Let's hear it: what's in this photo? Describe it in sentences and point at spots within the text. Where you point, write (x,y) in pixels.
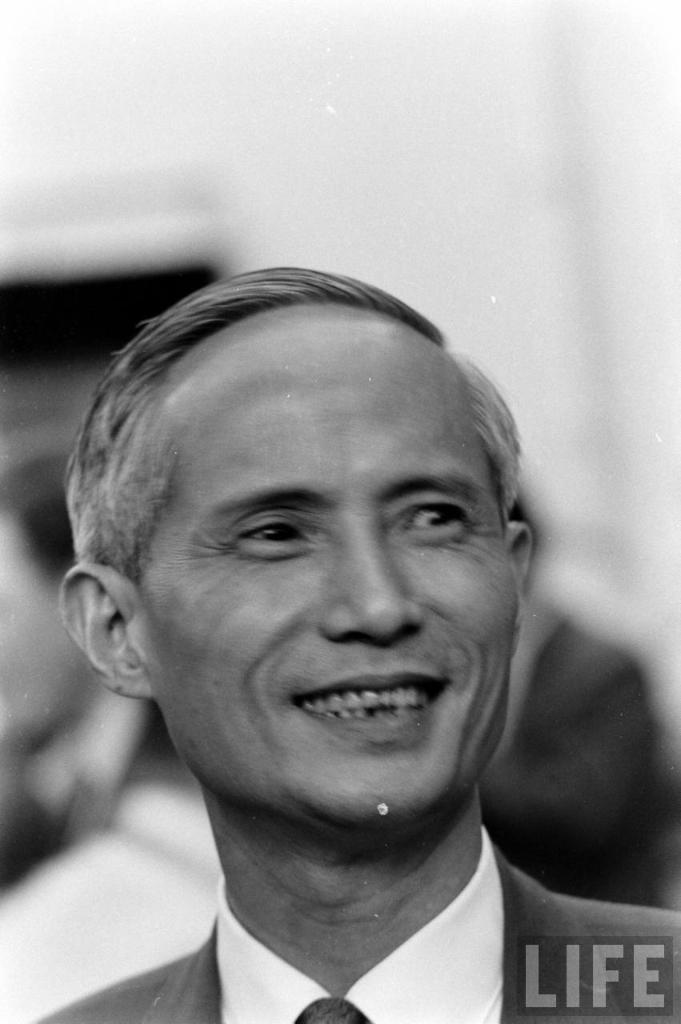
In the center of the image (274,570) a man (365,648) is present. In the background of the image (55,712) some person (55,712) are there.
